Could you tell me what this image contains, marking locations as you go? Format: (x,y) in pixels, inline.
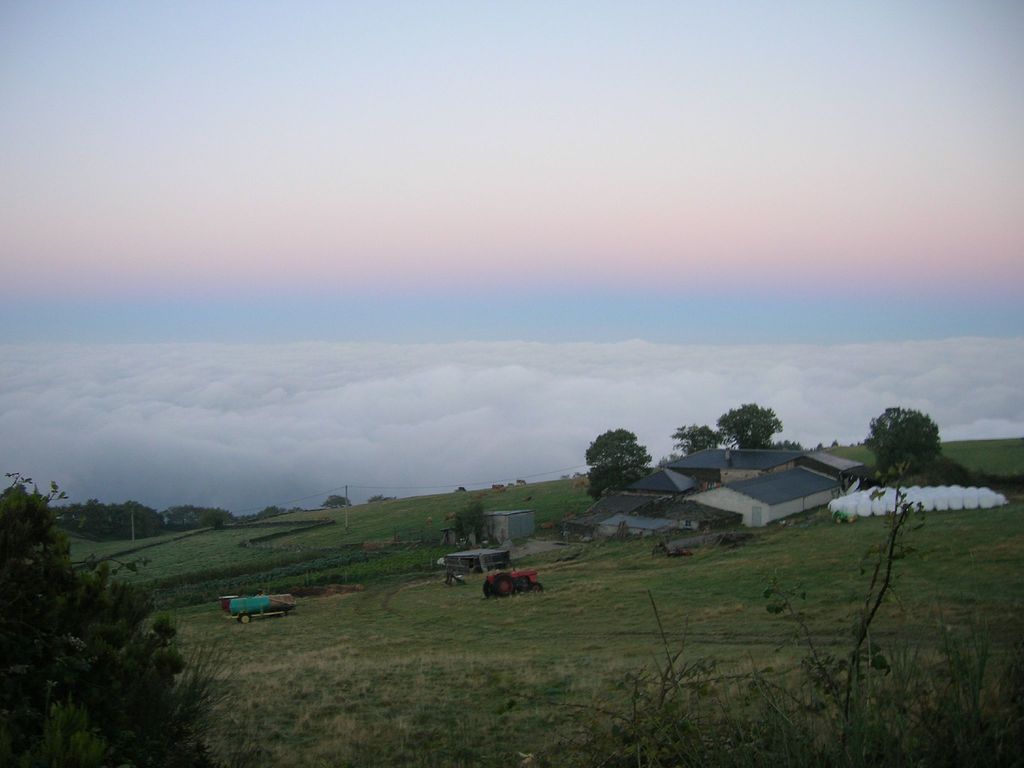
This is a view of a village atmosphere. At the center of the image (671,503) there are some houses (669,508). In front of the houses (531,527) there are two vehicles (272,615) parked on the surface of the grass (724,573). In the background (147,518) there are some trees (879,424) and sky (405,326).
